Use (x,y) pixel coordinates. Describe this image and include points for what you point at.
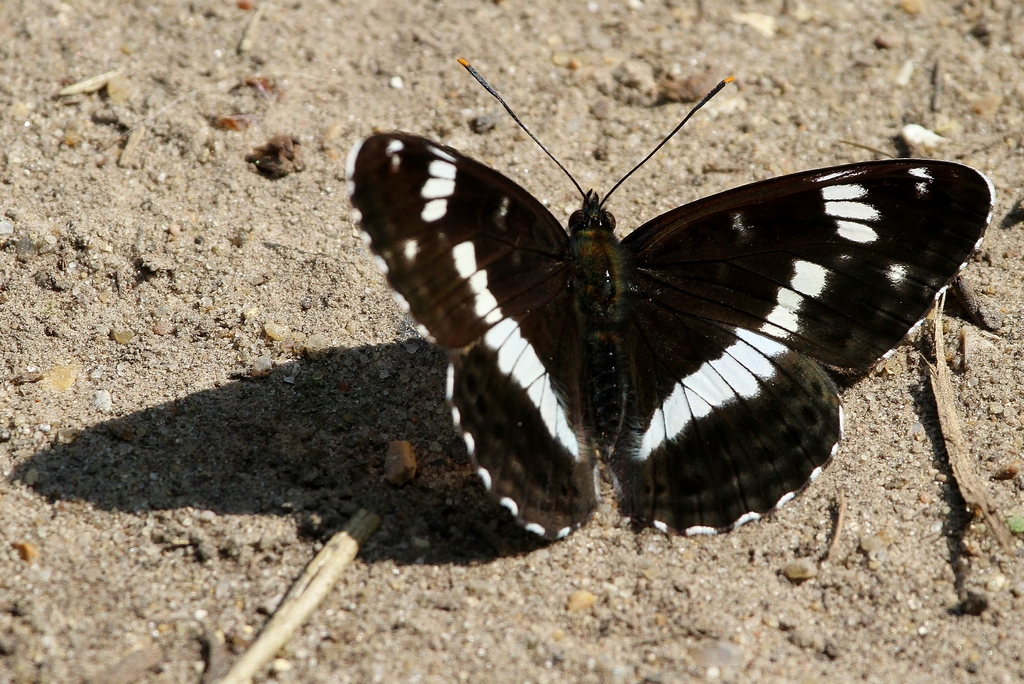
In this image we can see a butterfly (452,380) on the ground (191,494).
